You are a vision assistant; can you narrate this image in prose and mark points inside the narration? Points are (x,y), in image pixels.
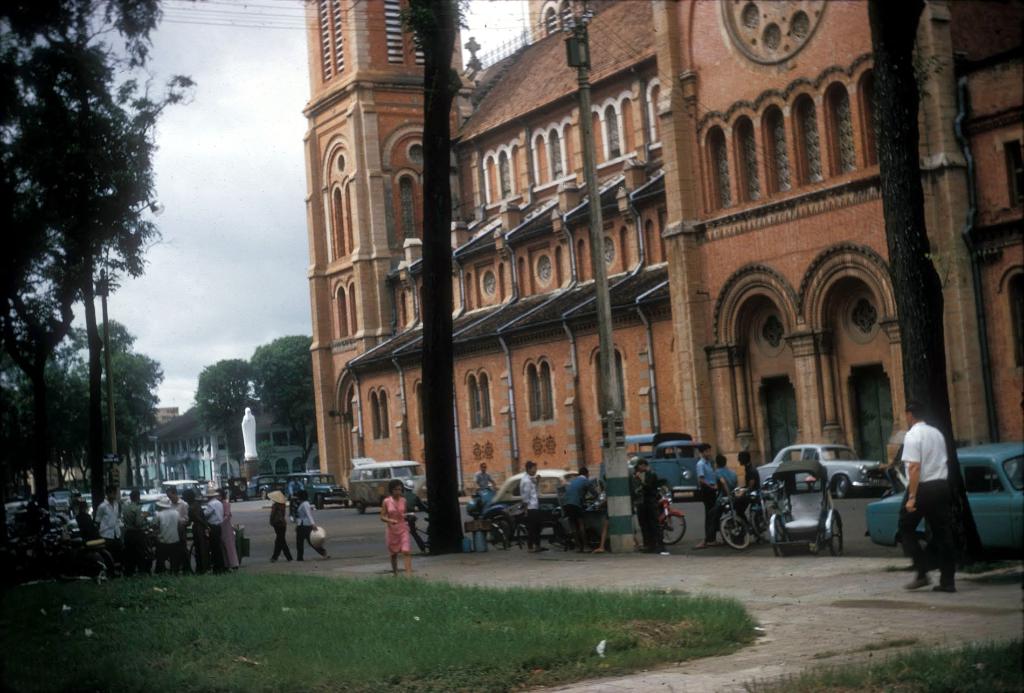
In the center of the image (486,387) there are buildings (337,396). At the bottom (106,516) we can see people (117,555) standing and some of them are walking. There are cars (324,477), vans (365,507) and bicycles (682,516) on the road (684,540). In the background (190,400) there are trees (249,402), pole (618,532), statue (247,439) and sky (201,231).
